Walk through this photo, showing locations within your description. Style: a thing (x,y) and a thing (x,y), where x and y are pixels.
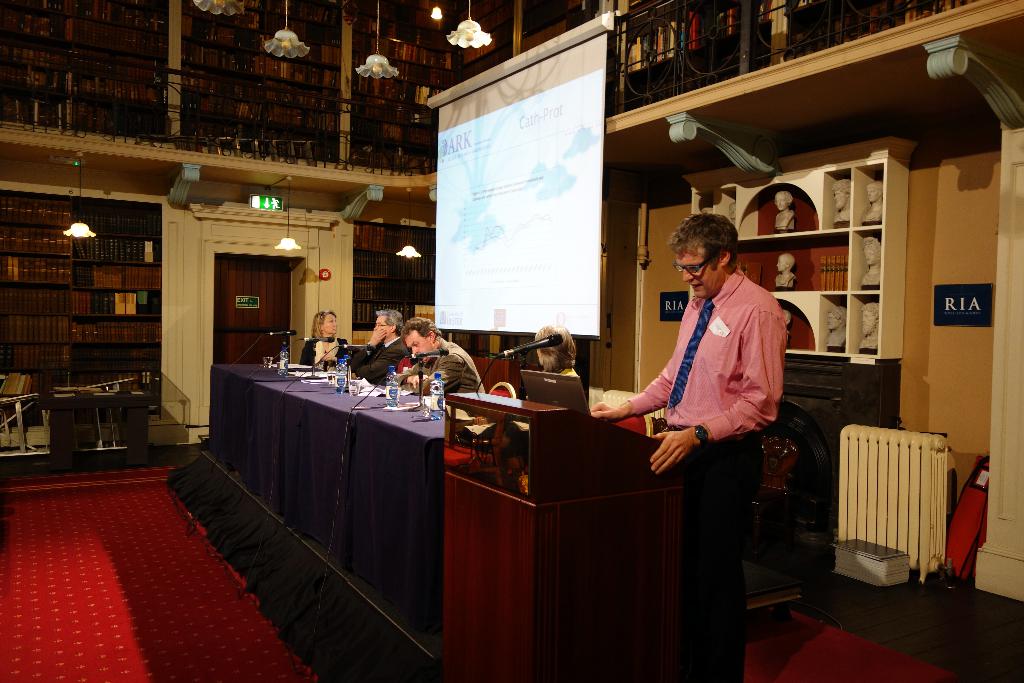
In this image there is a person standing on the dais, is speaking in front of a mic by looking into a laptop (582,405) on the table (560,440), beside him there are a few people (455,374) seated on chairs (502,393), in front of them on the table (334,394) there are mics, bottles of water (343,393) and papers (298,367), behind them there is a screen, behind the screen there are a few statues (784,224) on the shelf (777,235) and there are name boards (678,312) on the wall (927,235), there is a fireplace (801,459), a room heater (928,461) and some other objects (958,519), beside the table (255,380) there are some books (108,323) on the bookshelf (70,319) and there is a closed wooden door (253,294), on top of the door (260,311) there is an exit symbol (272,207) and a lamp (287,242), in front of the shelf (136,291) there is a table (66,401) and chairs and some books (66,388) on the table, at the top of the image (359,83) on the first floor (261,72) there is a metal fence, on the other side of the fence (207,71) there are books (403,42) in a book shelf (441,42) and there are lamps (464,32) hanging from the ceiling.
